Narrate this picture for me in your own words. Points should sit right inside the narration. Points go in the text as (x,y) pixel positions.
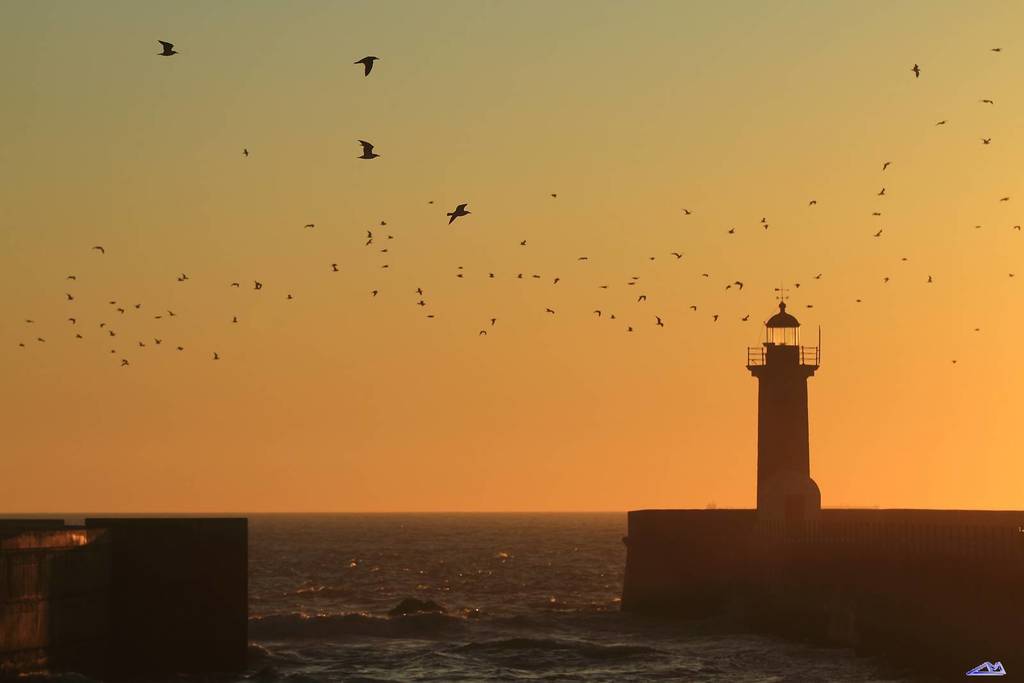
In this picture there is a tower (775,519) on the right side of the image (790,408), there are birds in the sky (157,143) in the center of the image (659,321) and there is a dock (70,641) on the left side of the image (178,657).
